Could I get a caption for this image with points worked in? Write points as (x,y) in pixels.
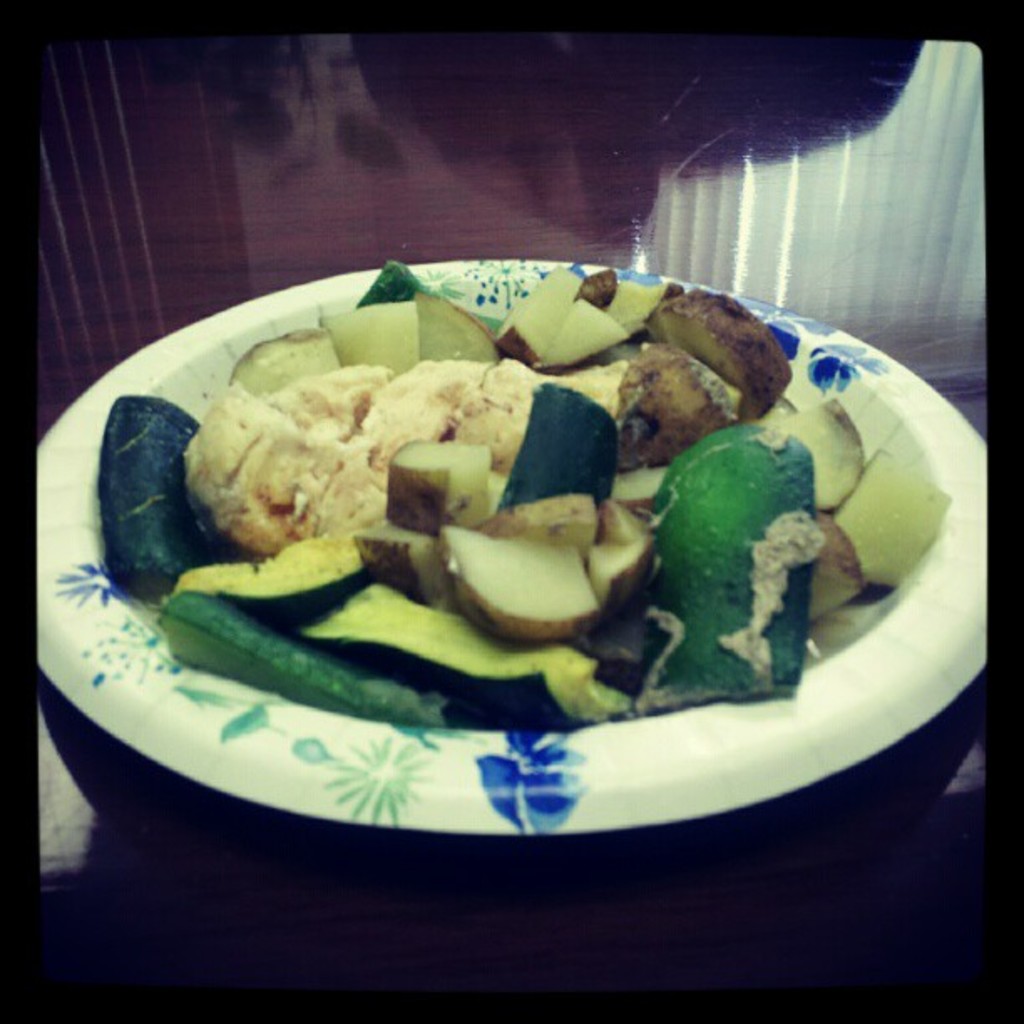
In this image we can see food (536,412) in a plate (973,455) which is on the table (79,393).
